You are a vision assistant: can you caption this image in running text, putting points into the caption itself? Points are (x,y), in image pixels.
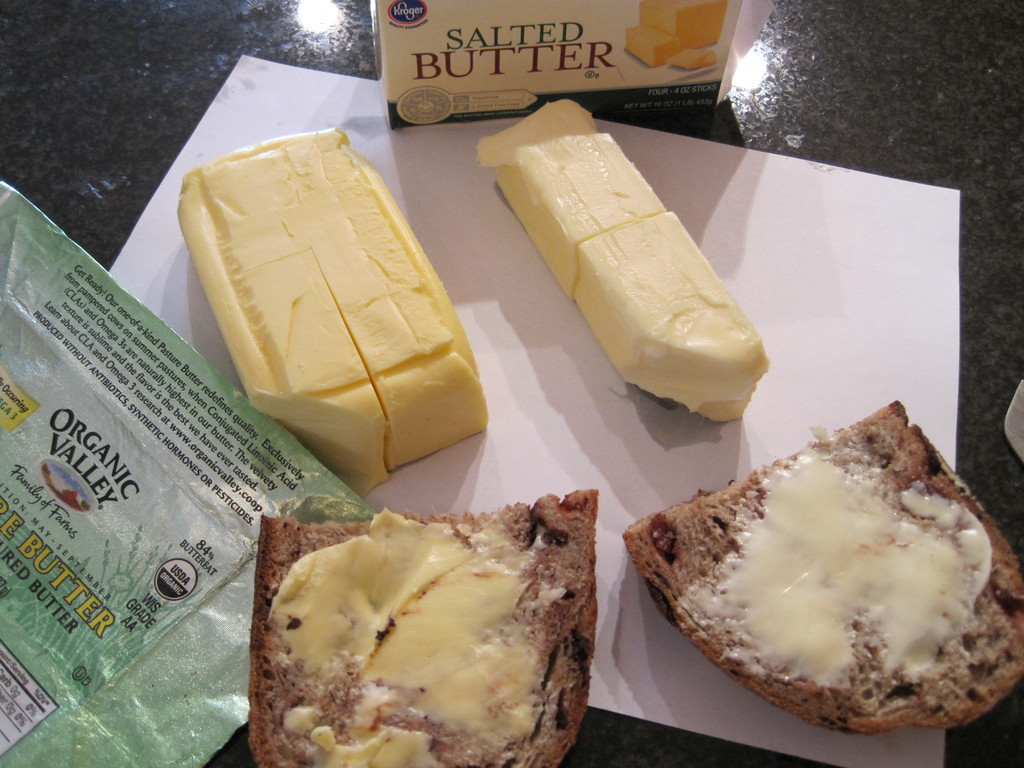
In this image we can see some food items (709,624) on the paper (908,304) and there are some objects (208,495) which looks like papers (220,483) and there is some text (233,489) on it and these are placed on a surface (883,94) which looks like a table (176,117).
